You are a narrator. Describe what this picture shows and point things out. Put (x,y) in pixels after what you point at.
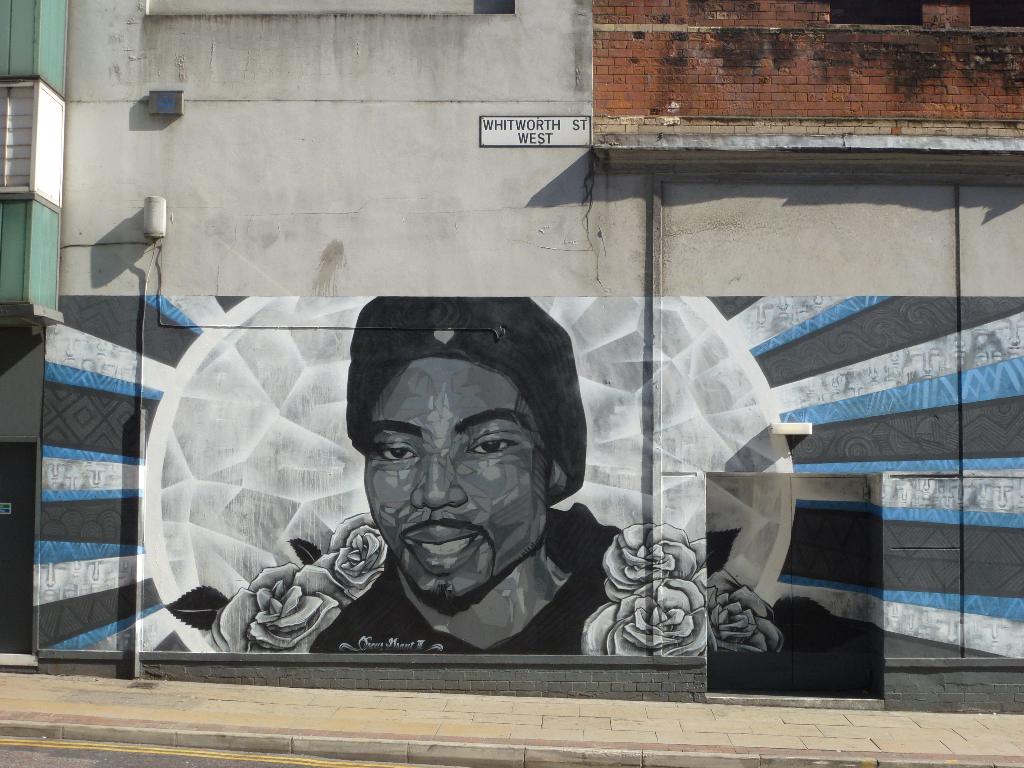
In this image we can see a wall (399,171) with one painting (402,493) on it, In front of wall (833,88) pavement (254,749) is there.
